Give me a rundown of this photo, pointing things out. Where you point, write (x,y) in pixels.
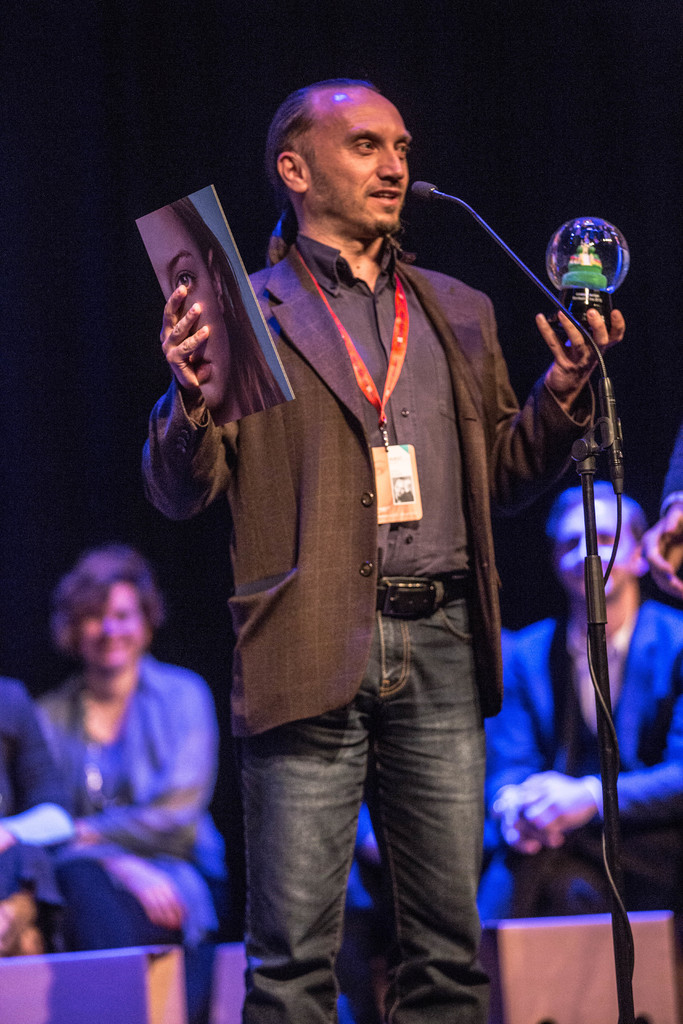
In the middle of the image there is a microphone (493,233). Behind the microphone (493,233) a person (280,345) is standing and holding a toy (623,261) and book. Behind him few people (39,847) are sitting.
